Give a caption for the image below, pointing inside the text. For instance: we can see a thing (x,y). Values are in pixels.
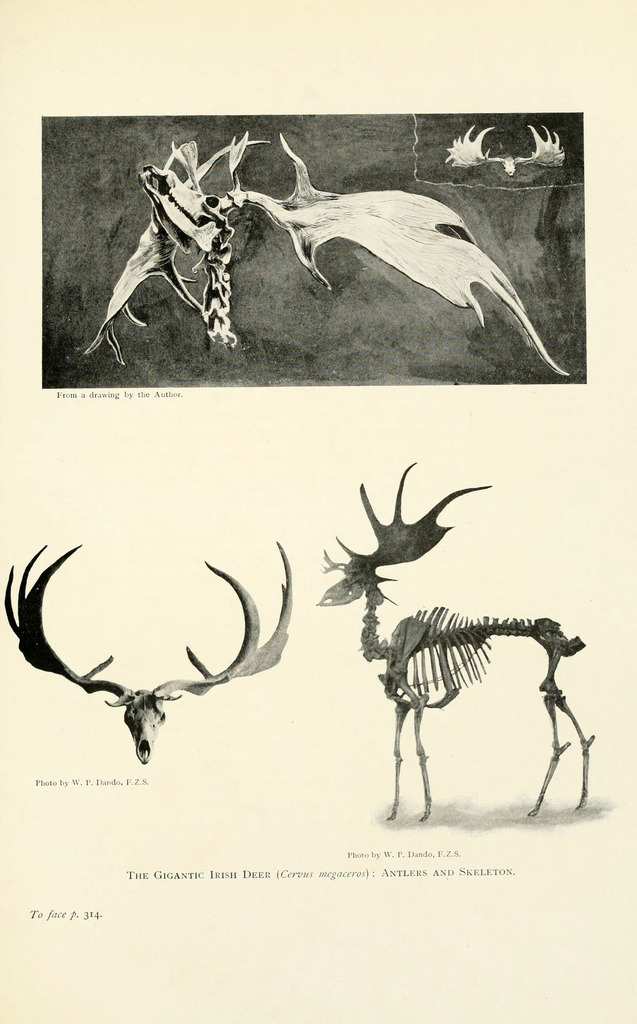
This image consists of a paper (272,612) with a few images (240,668) of animal skulls (163,688) and skeletons (406,646) and there is a text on it.
